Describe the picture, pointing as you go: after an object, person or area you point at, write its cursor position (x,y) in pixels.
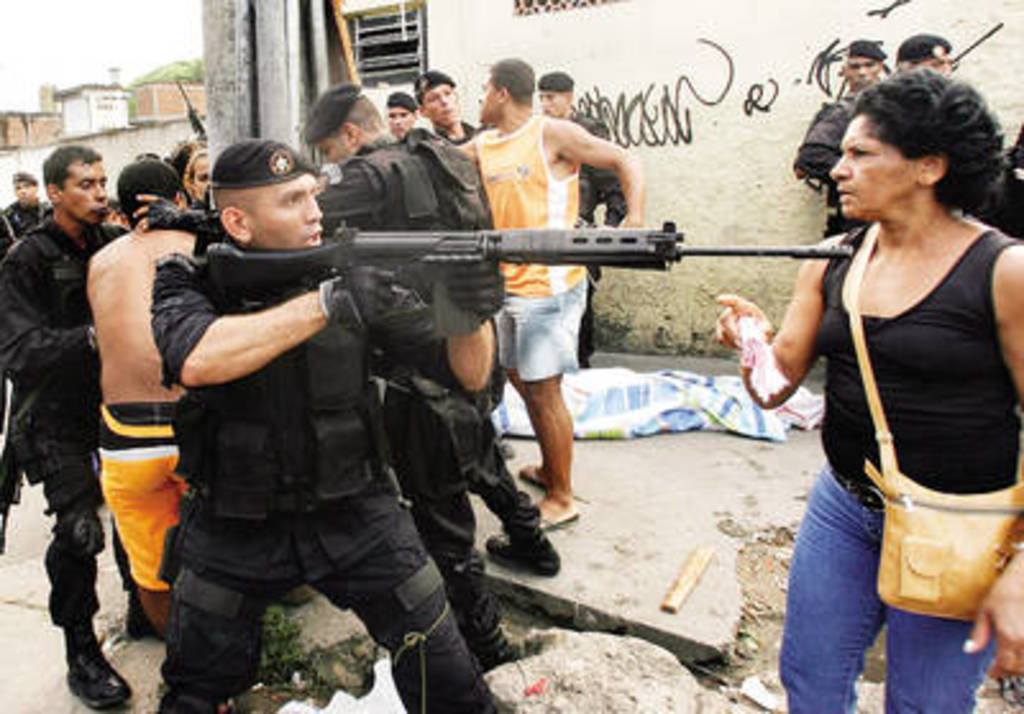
In the foreground of the image (305,392) there is a person (396,286) holding gun (635,246). In the background of the image (347,152) there are people (123,491) standing. There is a building (708,96). There is text (670,102) on the wall (685,74). At the bottom of the image (644,684) there are rocks (503,671).
